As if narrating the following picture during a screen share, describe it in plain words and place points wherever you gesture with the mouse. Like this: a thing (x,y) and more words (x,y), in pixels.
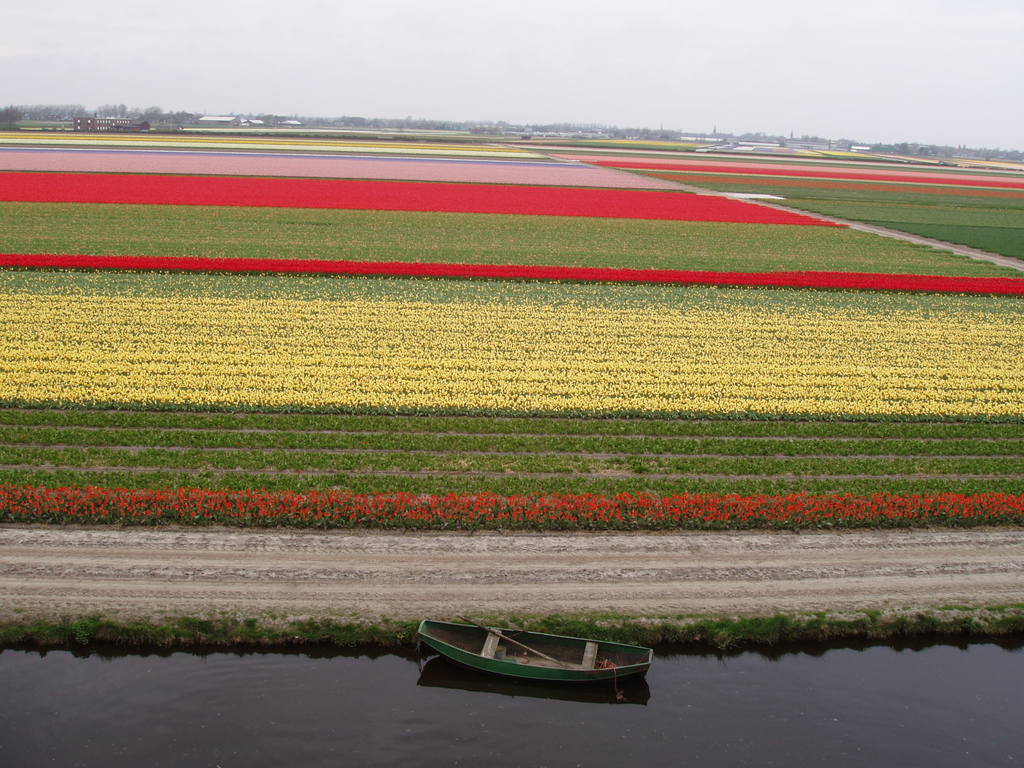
In this image I can see the boat (506,670) on the water (420,735). To the side of the water (472,691) I can see many flowers (377,360) to the plants (427,492). The flowers (382,523) are in red, yellow, pink. In the background (440,6) I can see the white sky (437,63).
